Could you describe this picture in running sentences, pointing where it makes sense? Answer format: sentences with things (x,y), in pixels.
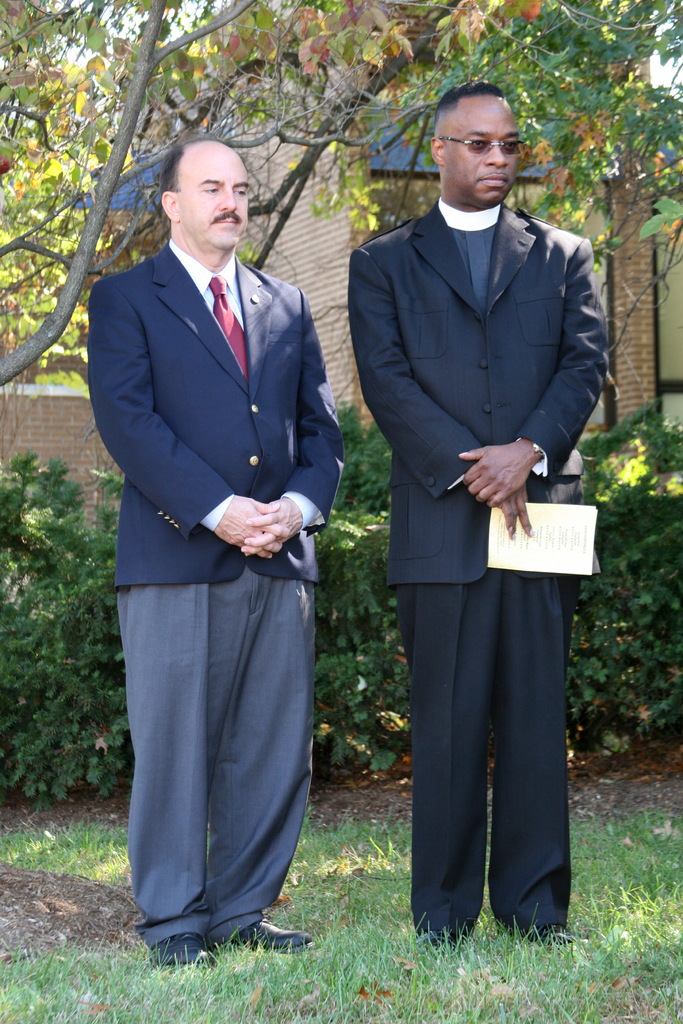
This image consists of two persons (544,733) wearing suits (420,639). On the right (467,608), the man (460,583) wearing black suit (524,600) is holding a book (490,553). At the bottom (330,1013), there is green grass (342,889). In the background (11,507), we can see the small plants (378,549) and a wall (15,395) along with trees (125,94).
